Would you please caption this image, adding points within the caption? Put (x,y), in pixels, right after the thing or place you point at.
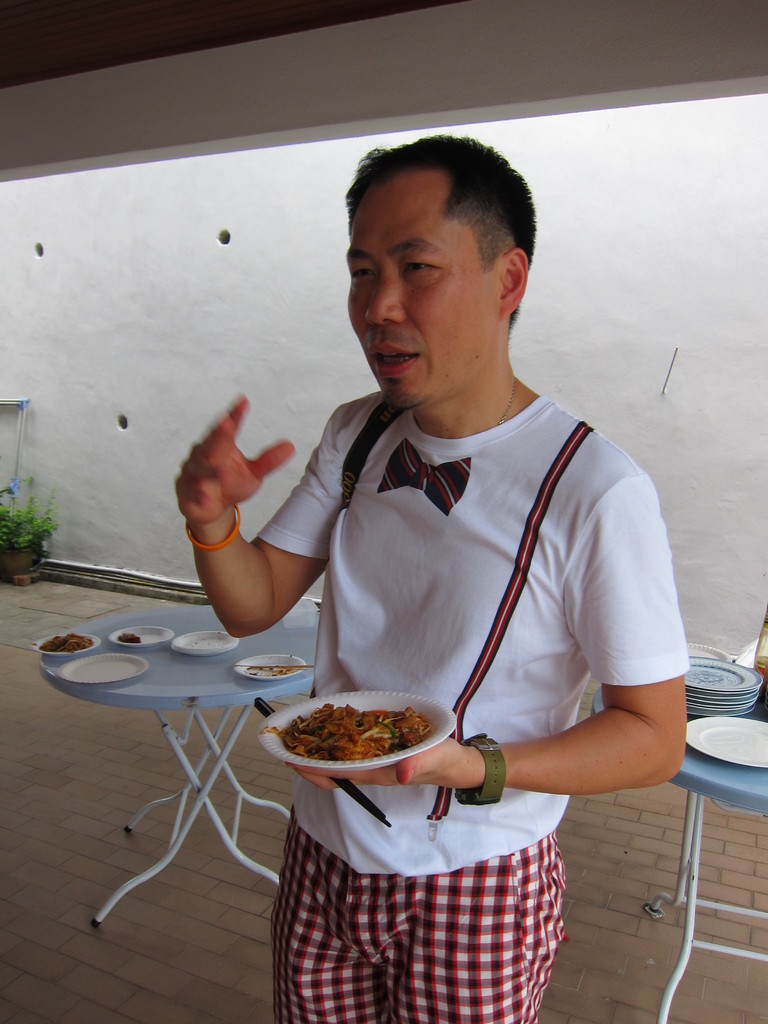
In this image there is a person (287,508) standing and holding some food item (302,746) in a bowl (359,707) in his hand (457,758), behind the person (302,792) at the tables (161,688) there are some food items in plates (206,641), in the background of the image (5,541) there is a plant (4,551) in front of the wall (55,361).
